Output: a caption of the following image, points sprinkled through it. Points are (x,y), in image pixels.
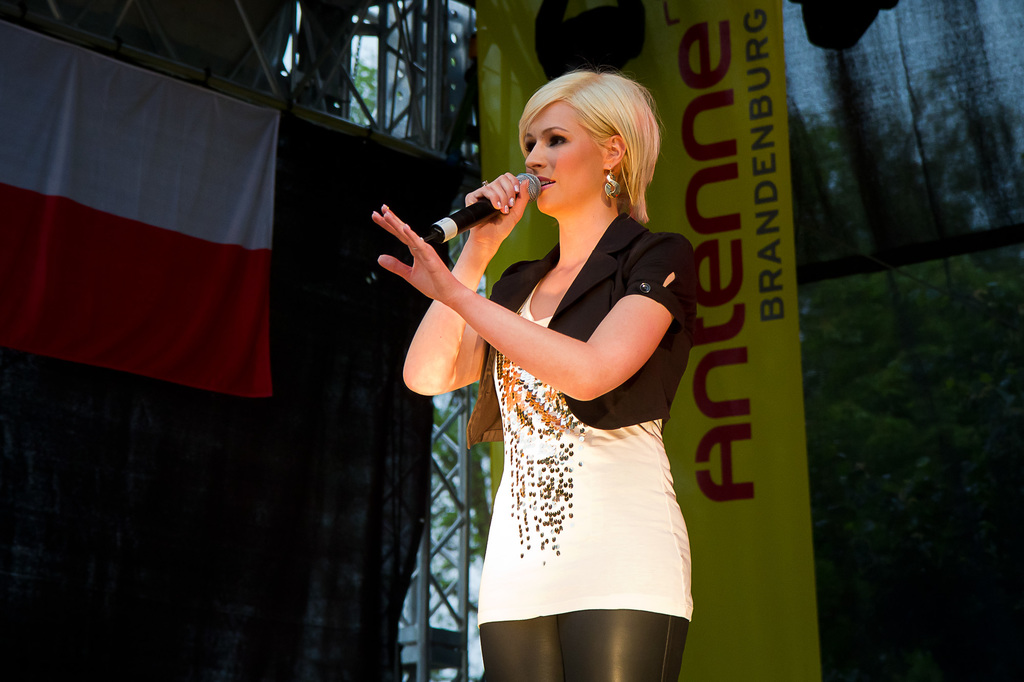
As we can see in the image there is a banner (758,490) and a woman (608,423) holding mic (472,215).
